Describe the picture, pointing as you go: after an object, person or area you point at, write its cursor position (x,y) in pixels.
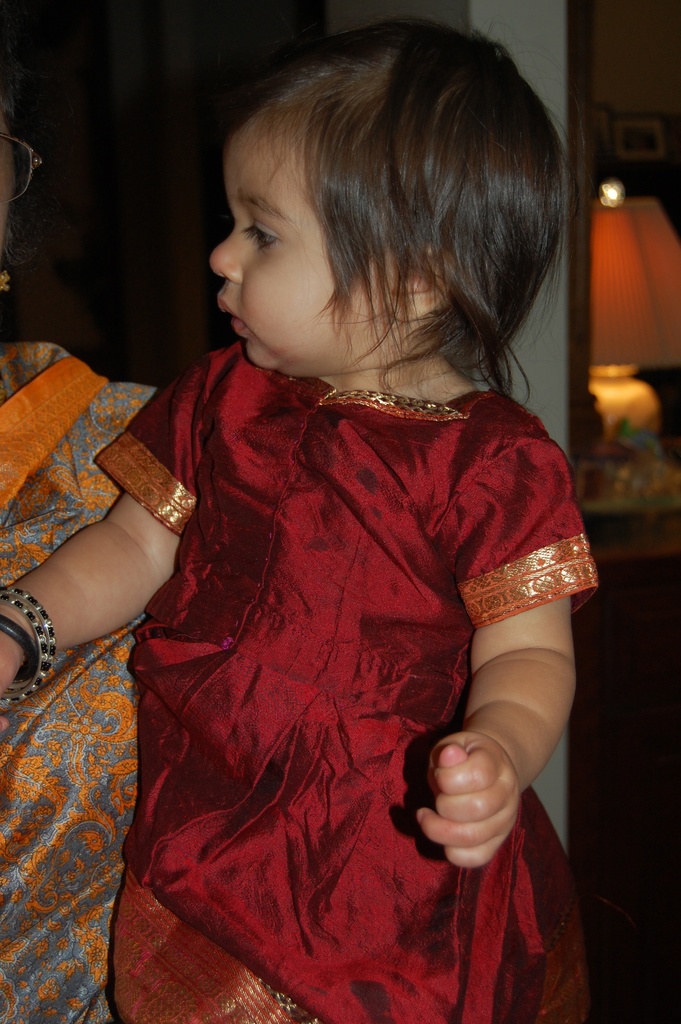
In this image we can see one lady (35,789) is holding a baby (311,480). The baby (348,516) is wearing red color dress (364,596). Behind the baby (402,554) wall (558,319) is there and one lamp (614,309) is present.
